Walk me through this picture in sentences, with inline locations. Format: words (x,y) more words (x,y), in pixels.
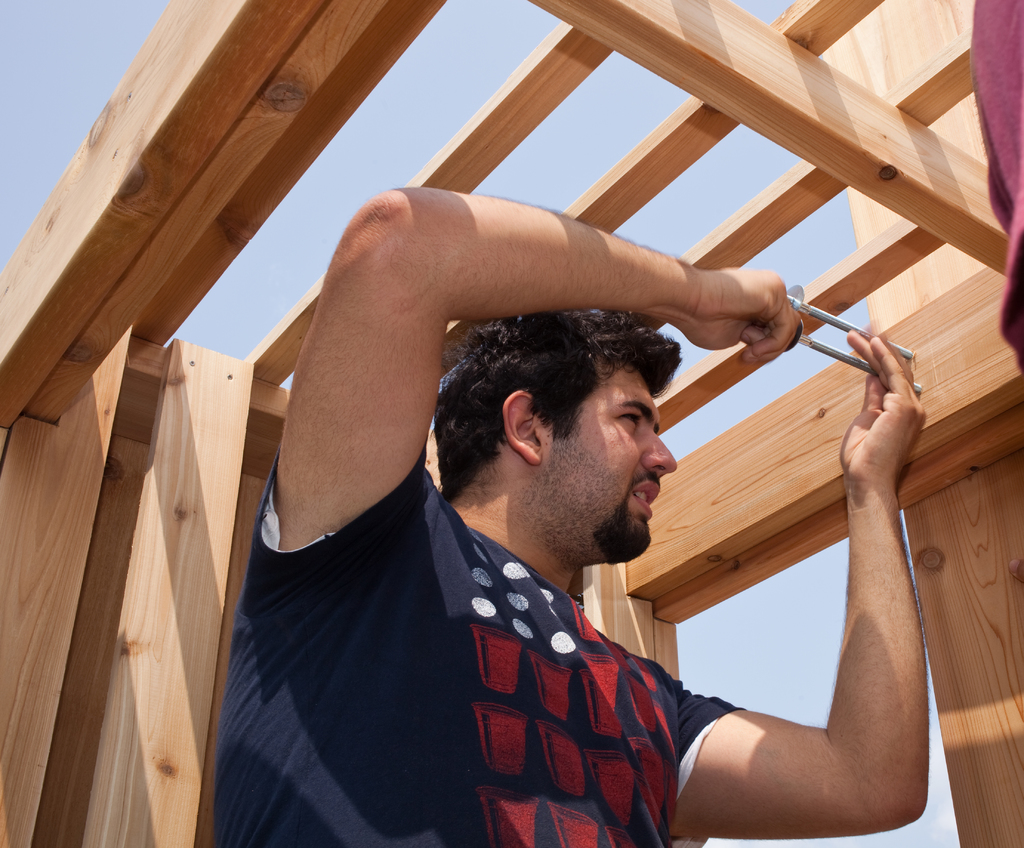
In this image there is a person (491,492) holding a tool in his hand (752,329) is fixing a screw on a wooden stick (703,515).
